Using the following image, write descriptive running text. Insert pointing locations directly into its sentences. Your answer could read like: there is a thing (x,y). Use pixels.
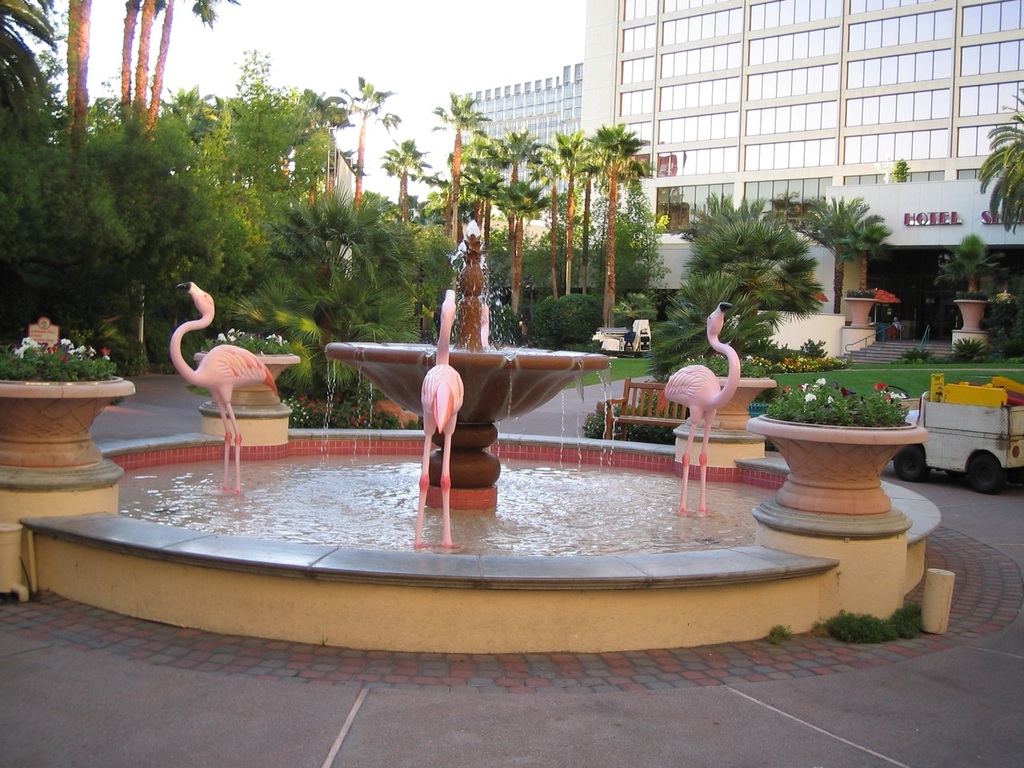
At the center of the image (453,453) there is a waterfall (506,492). At the waterfall (368,451) there are depictions of the birds (688,389) and there are a few plants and trees (576,263). On the right side of the image (722,76) there is a building (625,113). In the background (453,38) there is a sky (447,27).
